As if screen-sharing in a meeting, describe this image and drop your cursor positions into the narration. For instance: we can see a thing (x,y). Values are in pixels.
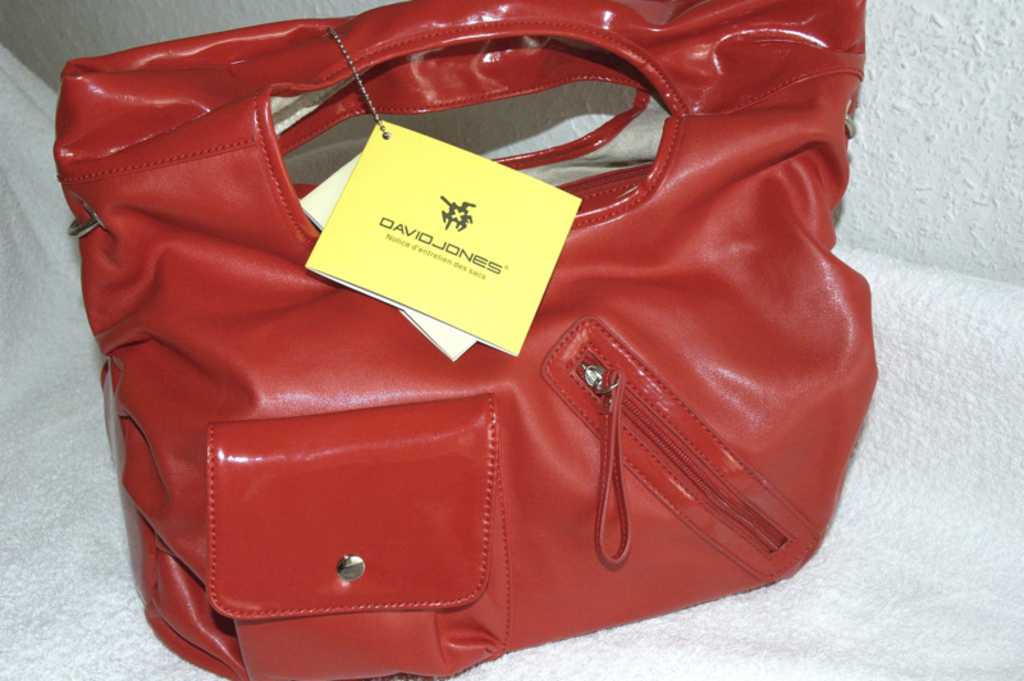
In this image in the middle (627,411) there is a beautiful red handbag (698,300).
